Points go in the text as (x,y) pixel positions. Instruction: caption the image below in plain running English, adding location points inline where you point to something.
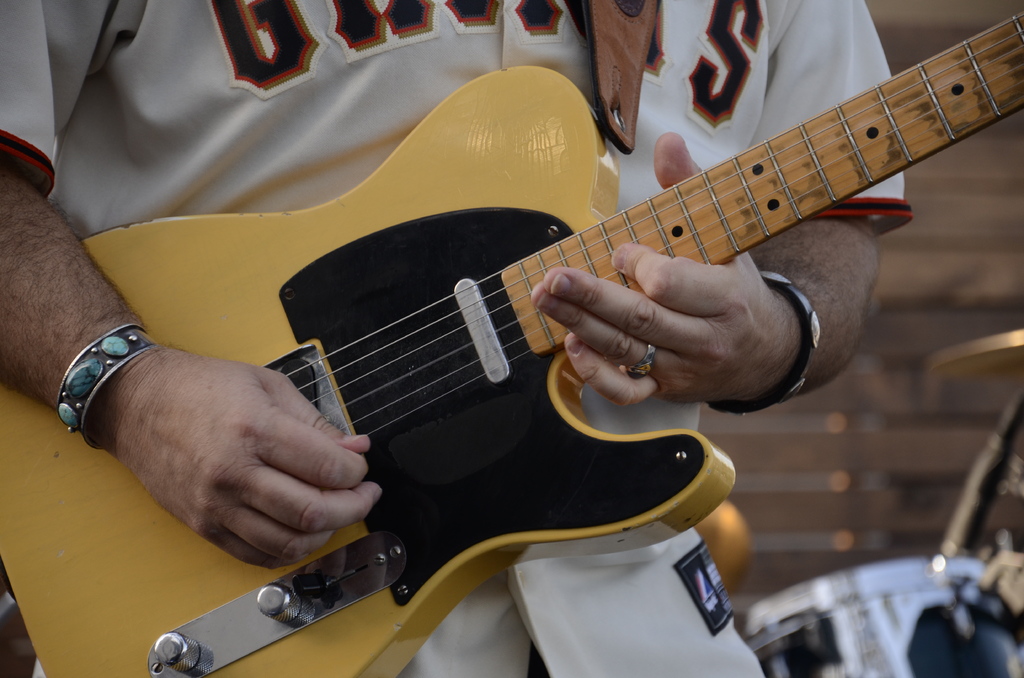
In this image I can see a person (135,459) playing a guitar (541,278). The background (941,333) is blurred.
